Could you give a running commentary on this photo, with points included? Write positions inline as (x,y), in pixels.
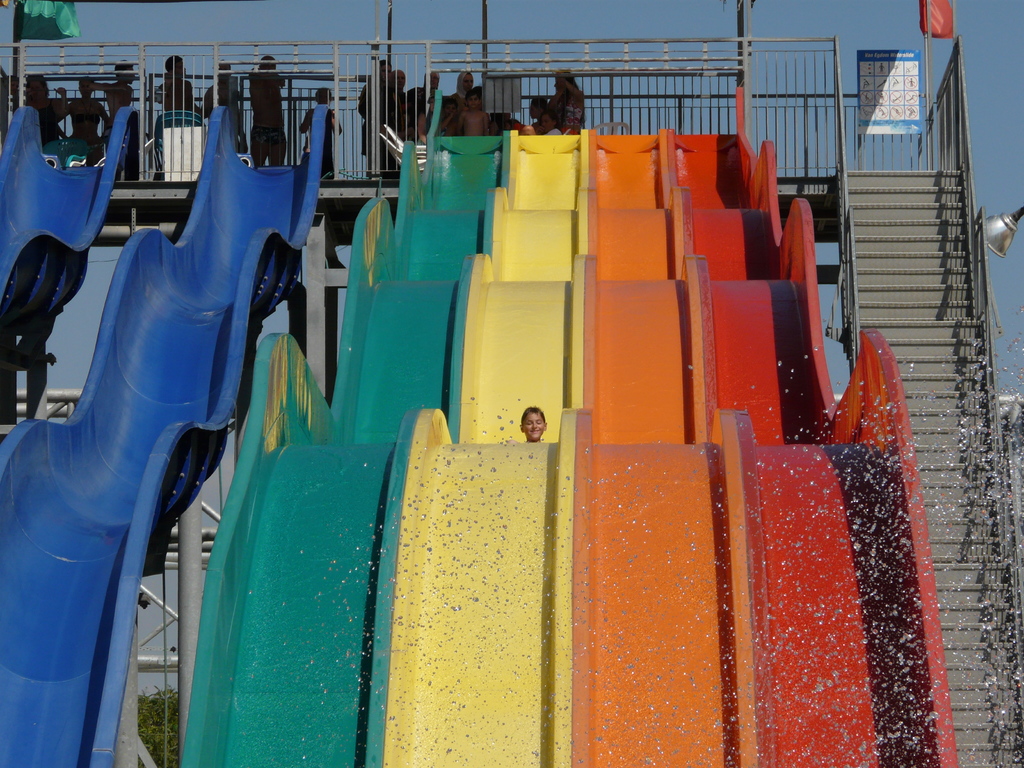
In the center of the image (524,305) we can see water slide (488,339). On the right side of the image (930,223) we can see stairs (969,285), lamp (1000,227). At the top of the image (363,107) we can see bridge (52,44), some persons (381,104), poles (312,243), flags (56,25). At the top of the image (315,48) there is a sky (311,15). At the bottom of the image (158,739) we can see some trees (170,705).
